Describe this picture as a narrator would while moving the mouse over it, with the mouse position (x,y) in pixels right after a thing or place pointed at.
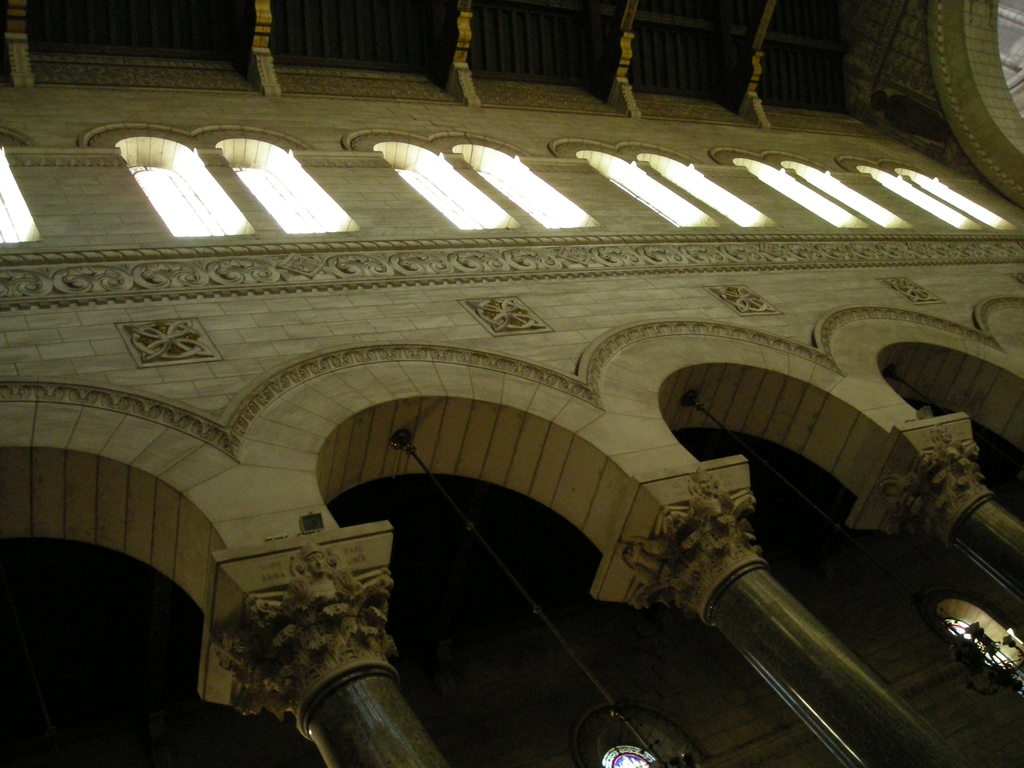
The picture is taken inside a palace (432,266), there are few windows (737,217) and some pillars (774,612) and to the pillars (281,635) there are beautiful carvings (753,551) done.
